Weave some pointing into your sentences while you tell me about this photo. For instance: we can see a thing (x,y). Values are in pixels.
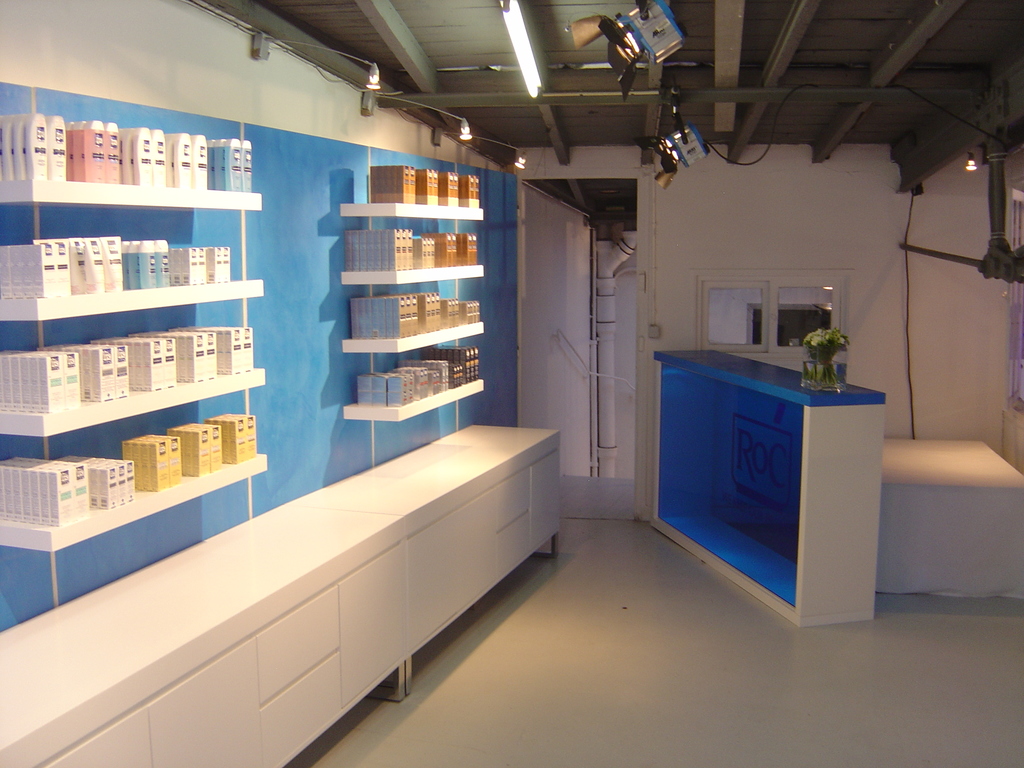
This is a picture of a room (527,521), in this image on the left side (139,377) there are some bottles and some packets (438,368) in a cupboard (85,300). At the bottom (221,587) there is one table (375,521) and in the center (661,452) there is a table (821,470), on the table (787,409) there is one flower pot (833,379) and plant (816,335) and there is one chair (940,490). In the background (685,305) there is a wall (939,358), mirrors (778,341) and a pipe (592,319). At the top (541,138) there is ceiling (495,67) and some lights (617,34), and at the bottom of the image (607,674) there is floor (564,697).
